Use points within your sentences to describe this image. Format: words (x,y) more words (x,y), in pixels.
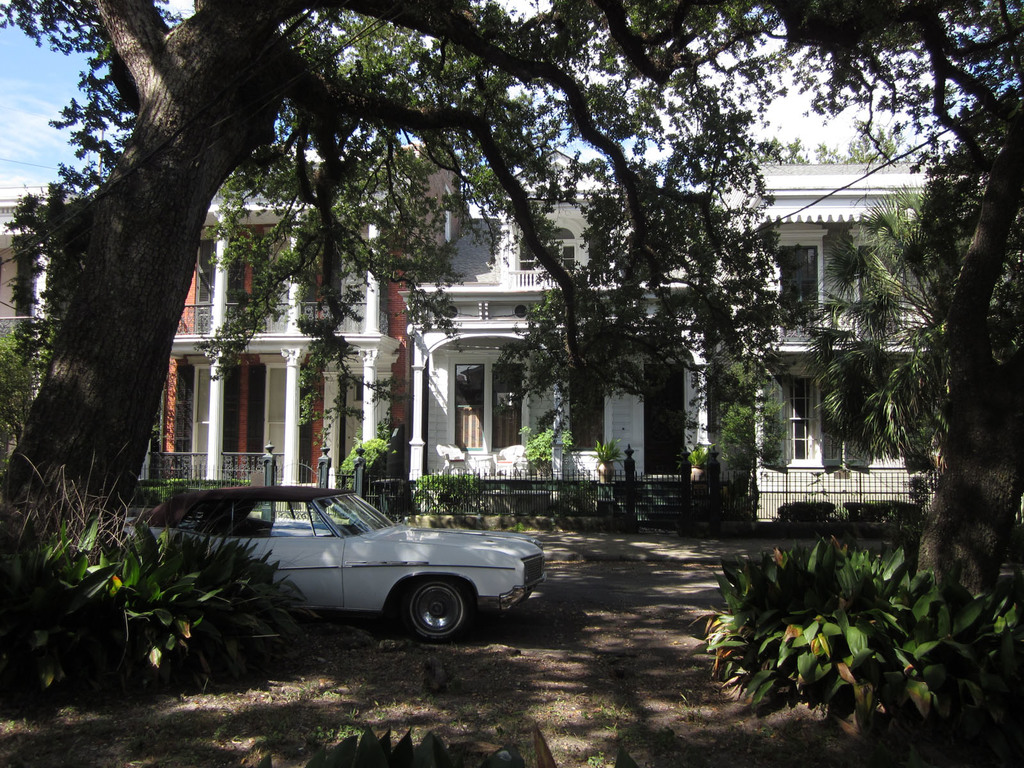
In this picture we can see plants (756,632), trees (145,58) and car (297,532). In the background of the image (651,490) we can see fence (267,470), railings (664,490), plants (811,508), pillars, buildings (395,355) and sky (839,150).
